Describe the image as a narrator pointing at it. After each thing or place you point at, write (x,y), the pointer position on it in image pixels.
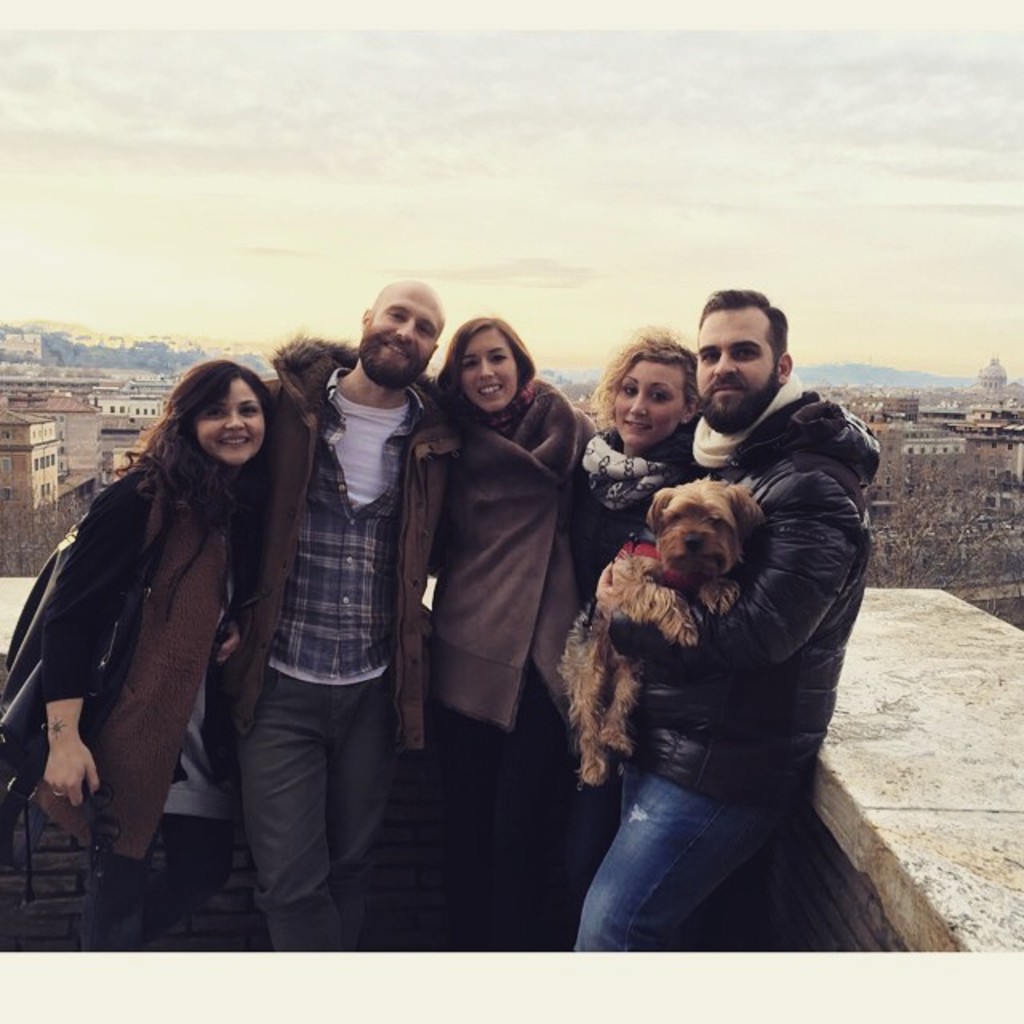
In this picture I can see buildings (911,475) and trees (922,539) and few people (477,695) standing and a man (859,542) holding a dog (682,613) in his hand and I can see a cloudy sky (459,157).
